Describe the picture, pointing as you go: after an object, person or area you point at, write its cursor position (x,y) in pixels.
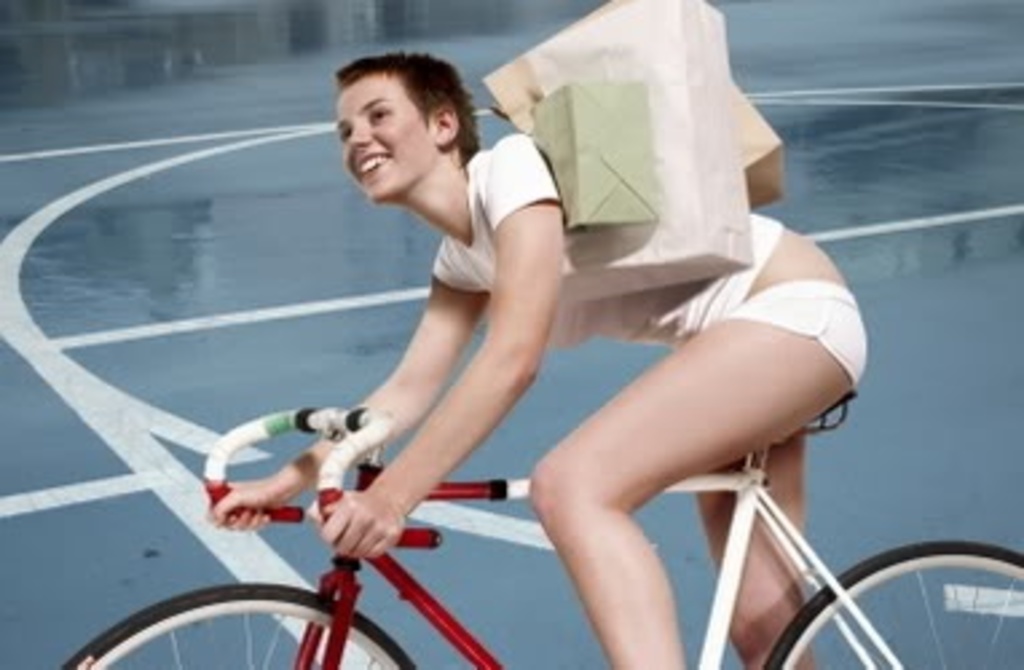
Here is the woman (687,335) sitting and holding the bicycle (360,627). These are the bags (626,177) holded by the women (506,223). Background (130,304) is blue in color.
